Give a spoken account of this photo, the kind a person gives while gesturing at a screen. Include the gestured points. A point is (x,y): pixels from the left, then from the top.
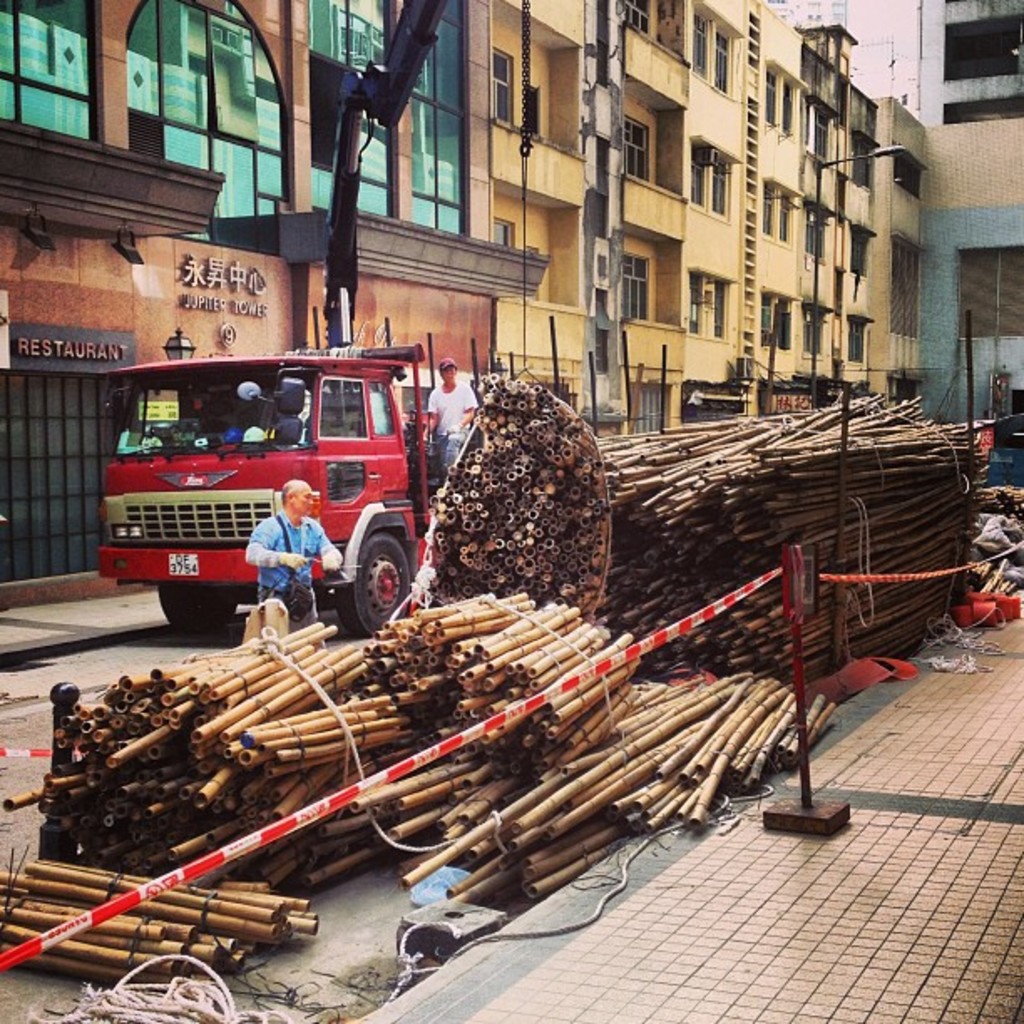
This picture is taken from outside of the building (112,132). In this image, on the left side (55,261), we can see a building (57,271), glass window (453,183), we can also see a vehicle (324,450) which is placed on the road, on the vehicle (411,510), we can also see a person (459,403) standing. On the left side (249,559), we can see a person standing in front of the wood sticks (544,596). In the middle of the image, we can see a street light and a cloth (641,650), metal rod (797,815). In the background (641,251), we can see a building (974,264), window (991,256). At the bottom (869,735), we can see some clothes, rope (626,882), footpath (945,948) and a road (74,676).
